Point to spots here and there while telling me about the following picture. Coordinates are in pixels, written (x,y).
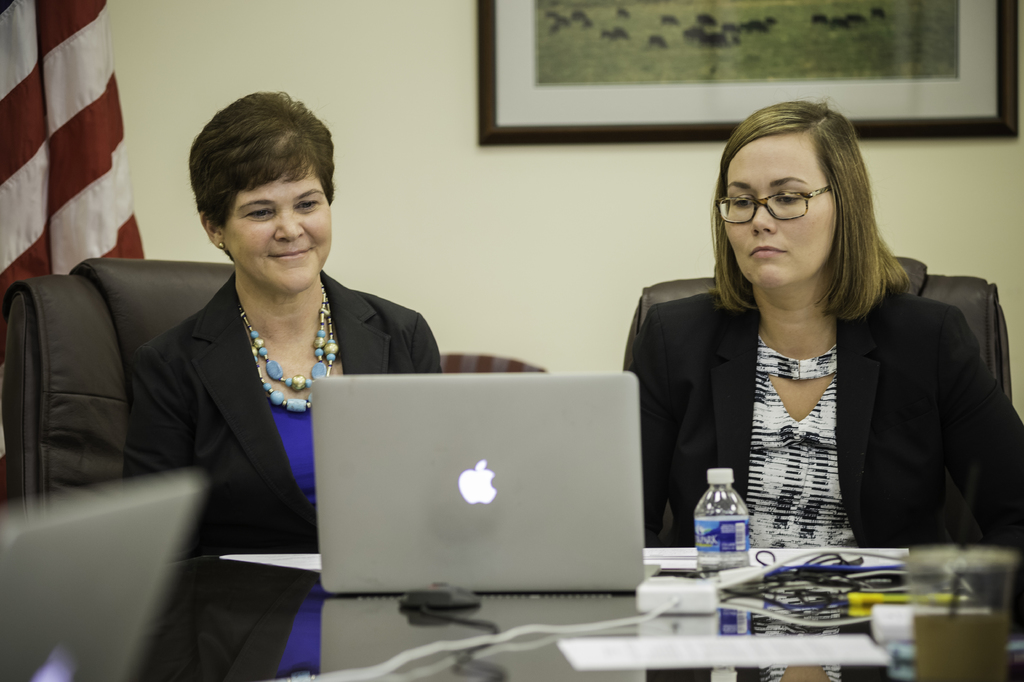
In this image there are two people (668,309) sitting in front of a table (546,616), which contains laptops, water bottle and a few other objects (719,645), behind them there is a photo frame (505,94) and a flag (11,14).
